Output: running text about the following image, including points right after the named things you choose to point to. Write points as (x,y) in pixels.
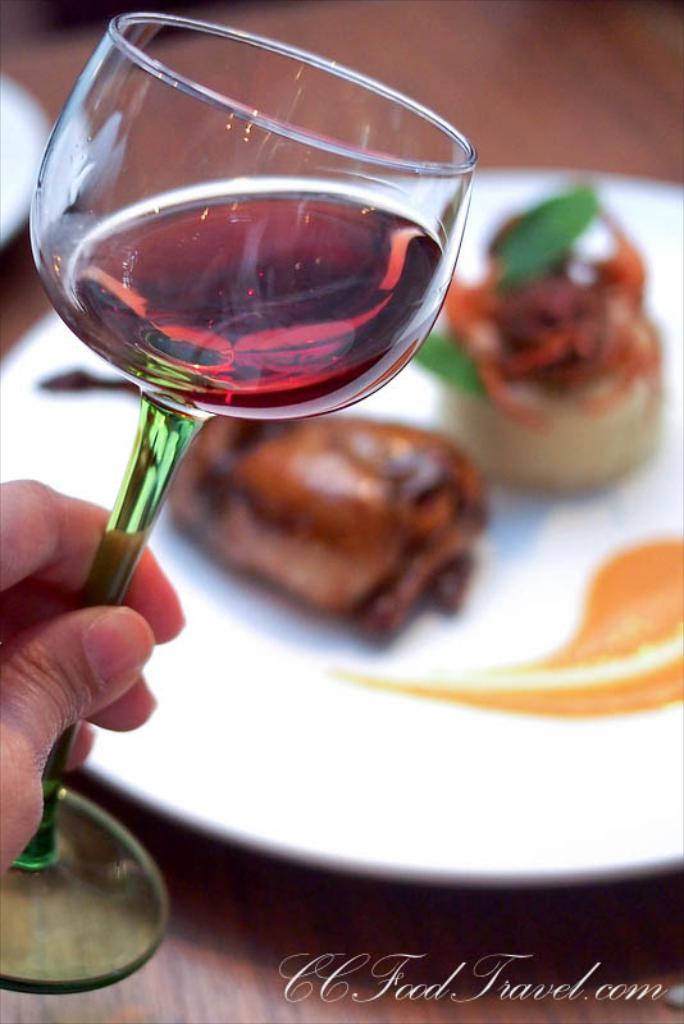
In this picture we can see a wooden surface (234,1000). We can see food (345,601) in a plate (683,246). On the left side of the picture (44,680) we can see a person's hand (65,639) holding a glass (297,326). We can see liquid (321,308) in the glass (246,334). We can see an object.
